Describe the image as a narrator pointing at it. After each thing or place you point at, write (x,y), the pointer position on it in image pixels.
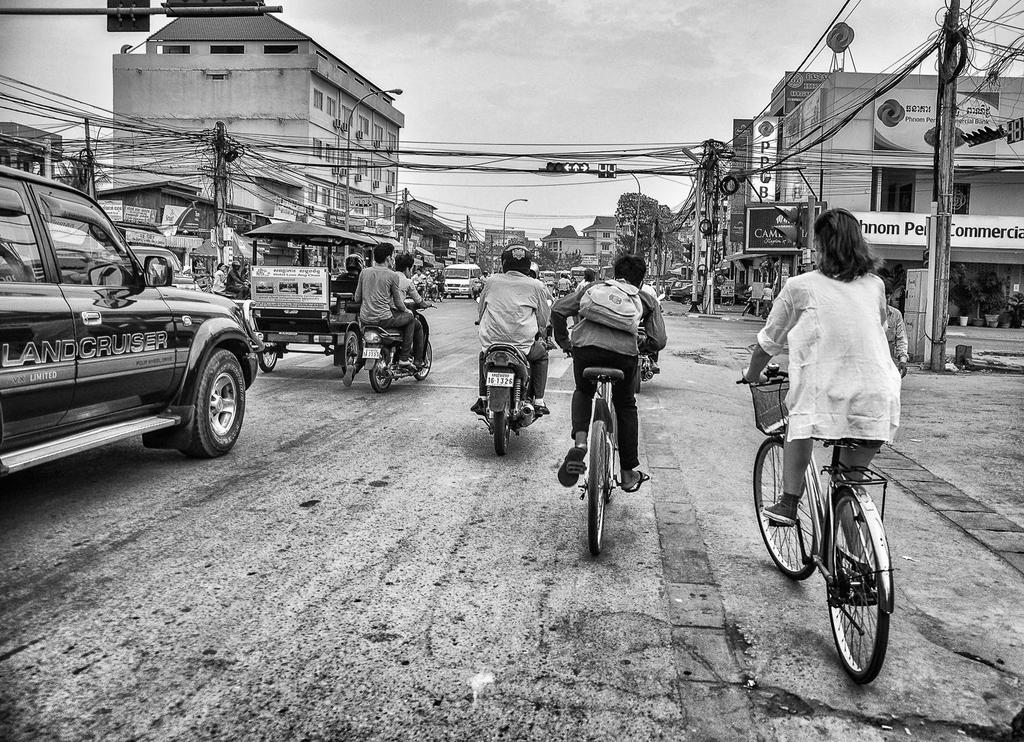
In this image we can see few persons (403,328) are riding a vehicle (373,326) on the road (371,578). At the background (275,130) we can see a building (275,96) and a traffic signal (561,168) and we can see a pole (950,75) and a sky (673,73).
